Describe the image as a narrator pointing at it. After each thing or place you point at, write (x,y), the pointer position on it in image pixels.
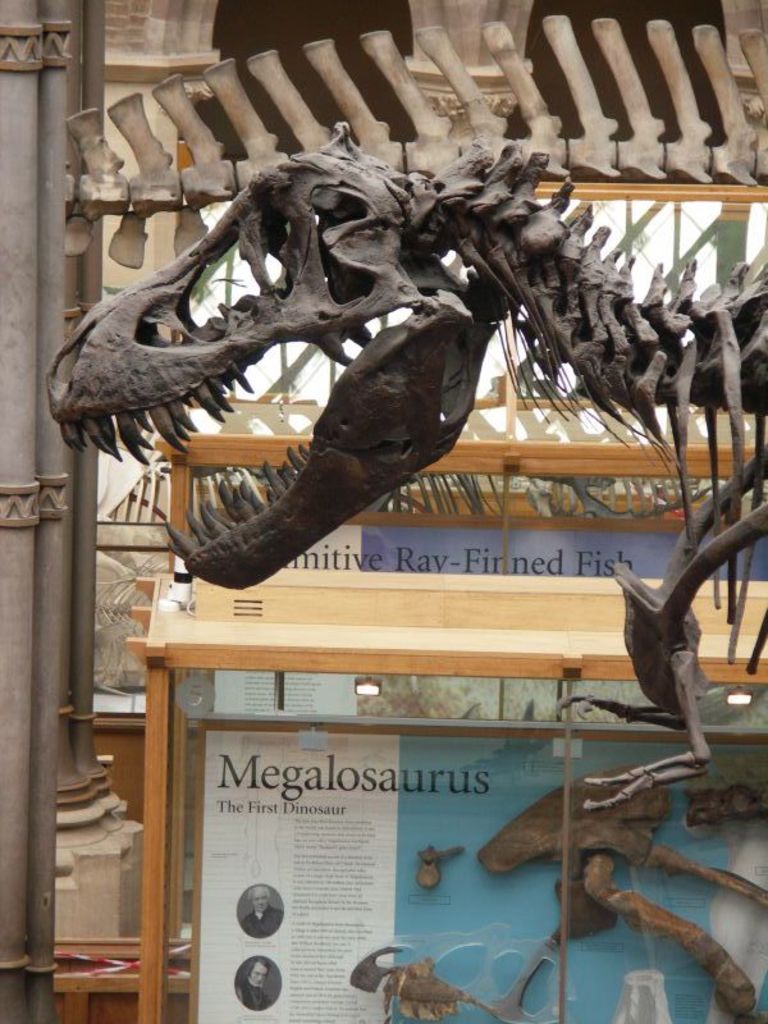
In this image I can see the skeleton (641,371) of an animal (712,552). I can see few poles (23,107) and few boards (524,778) in which I can see few posters (555,911) to it.
